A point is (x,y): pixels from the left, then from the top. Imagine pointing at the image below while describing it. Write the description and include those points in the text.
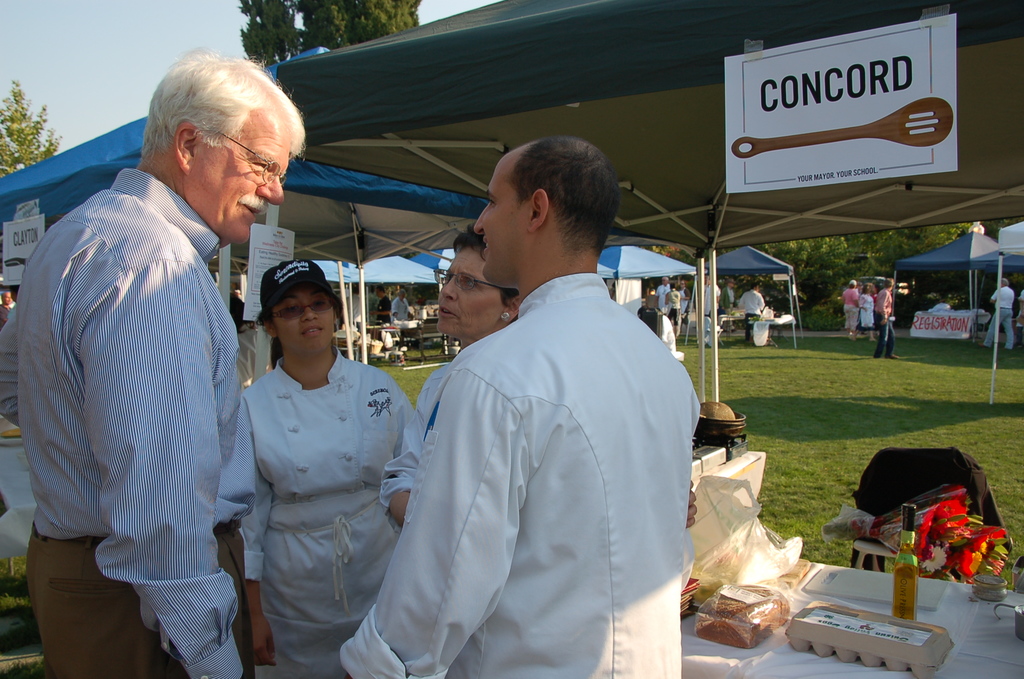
In this picture we can see four persons (369,548) standing. Behind the four persons (386,552), there are stalls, grass (861,357), banners (829,145) and people (882,323). In the bottom right corner of the image (742,644), there are some objects (710,565) on the table (773,668). There is a jacket (916,479) and a flower bouquet (884,516) on a chair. Behind the stalls (379,95) there are trees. In the top left corner of the image (72,39), there is the sky (52,45).
